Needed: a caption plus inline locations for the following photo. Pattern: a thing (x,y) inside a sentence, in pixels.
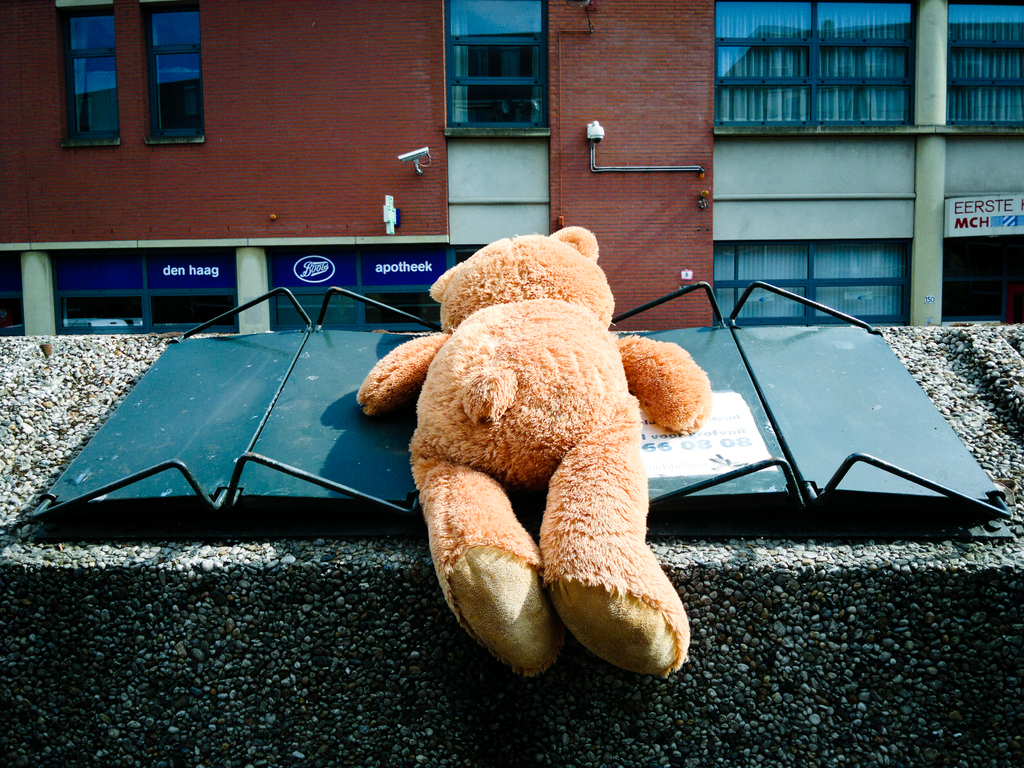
Here we can see a toy (579,461) on a platform (815,574). In the background (343,305) we can see a building (831,182), glasses (959,307), and boards (1023,213).
